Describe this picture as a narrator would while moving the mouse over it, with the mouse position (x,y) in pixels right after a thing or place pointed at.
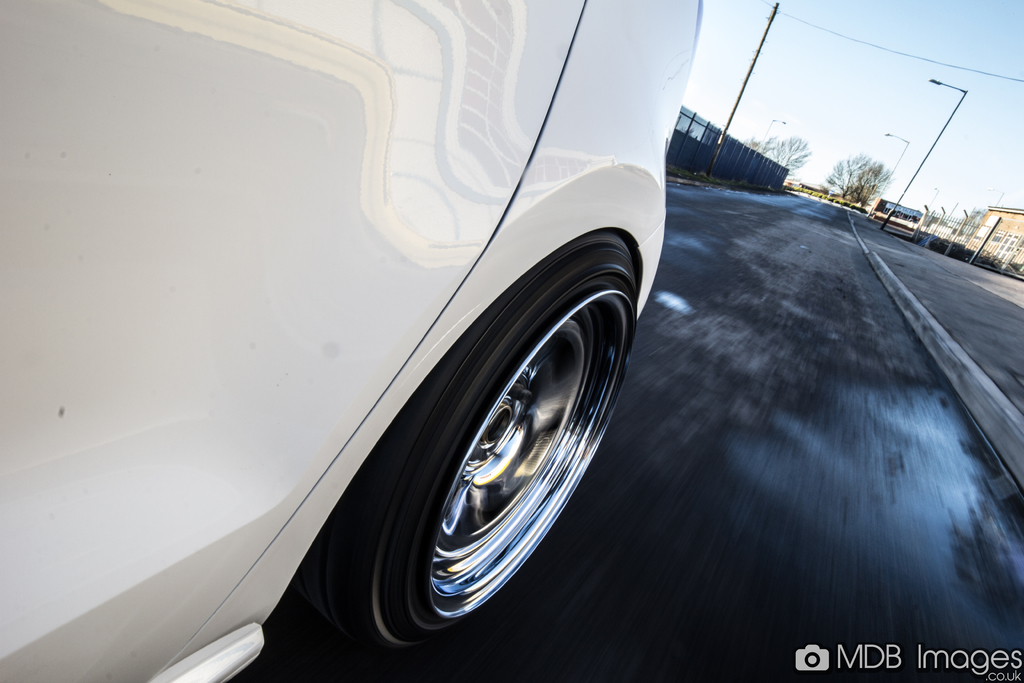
In this image on the left side (241,356) there is a vehicle (440,357), at the bottom (703,590) there is a walkway (724,338). And in the background (986,252) there are poles (988,238), trees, houses (998,255), and some plants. And at the top of the image (872,62) there is sky (822,42), and also there are some wires (899,53).
